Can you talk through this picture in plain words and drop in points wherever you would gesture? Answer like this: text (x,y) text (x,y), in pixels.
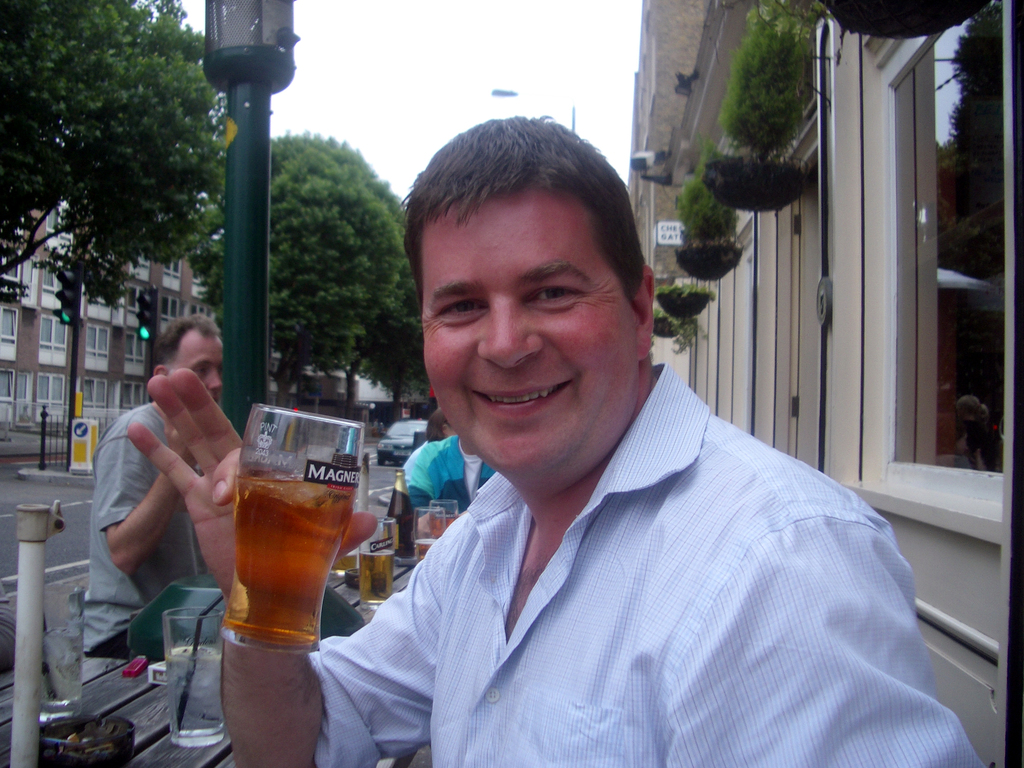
In the picture there is a man (410,589) holding a beer glass (269,589), this picture seems to be clicked on a street (388,465), on right side (914,188) there is a building (855,192) and on left side (171,139) there are trees (336,283).
